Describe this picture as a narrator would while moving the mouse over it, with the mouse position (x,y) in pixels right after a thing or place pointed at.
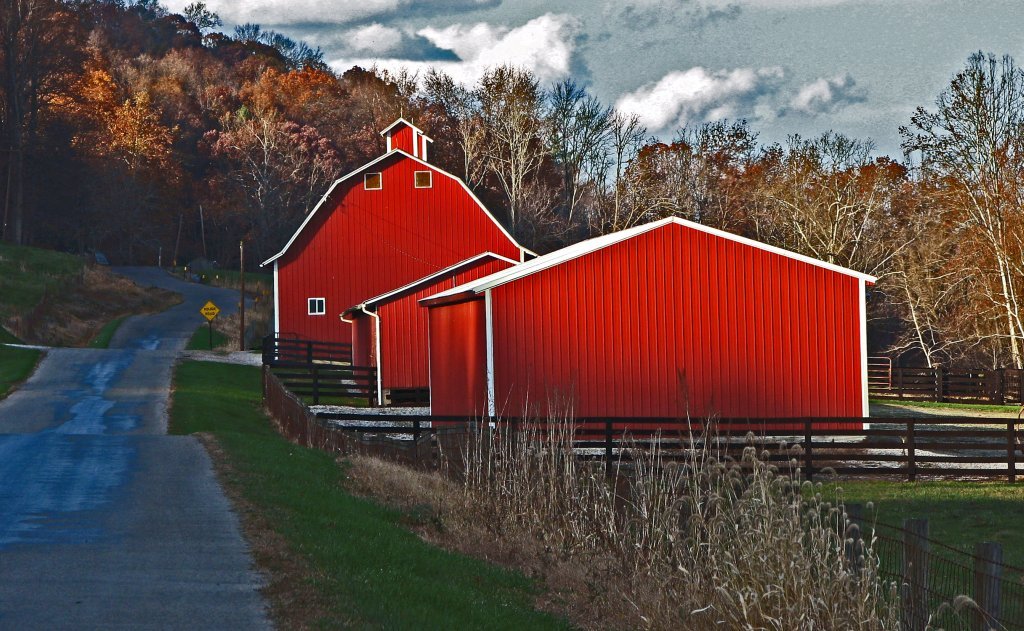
The picture is taken outside the city, on the road (178,504). In the foreground of the picture (480,533) there are plants (608,575), grass (341,533), fencing (911,537), fields (945,509) and road (149,496). In the center of the picture (475,326) there are houses (586,327), fencing (317,380), sign boards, poles (241,343), grass (28,356). In the background (978,242) there are trees (352,162). Sky (421,22) is bit cloudy and it is sunny.
